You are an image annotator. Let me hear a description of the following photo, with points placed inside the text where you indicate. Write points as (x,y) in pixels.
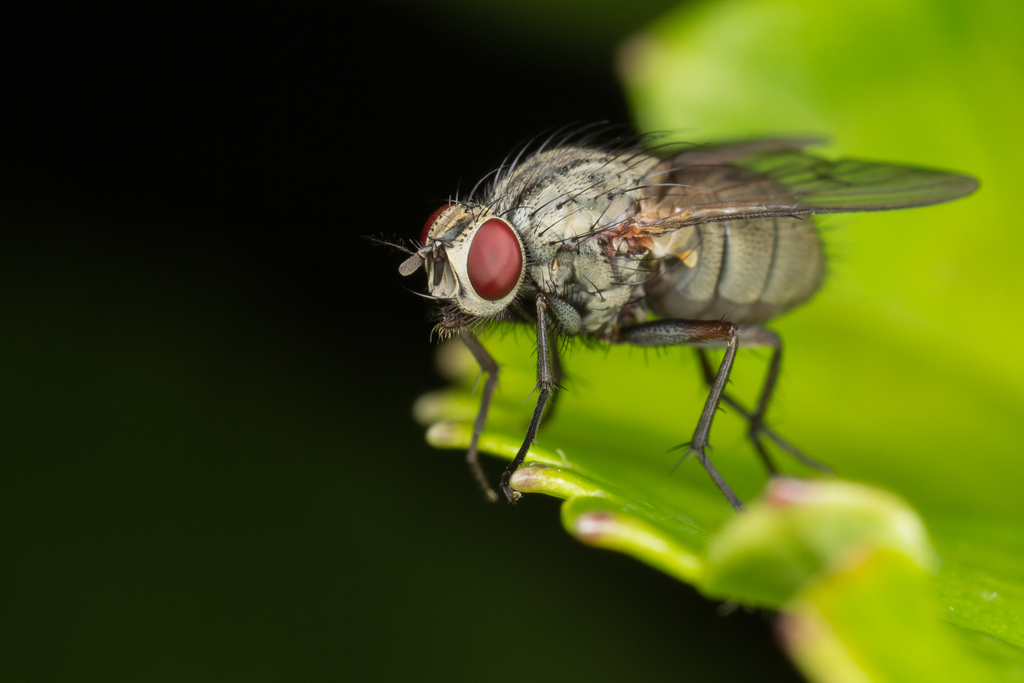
In this picture we can see grey color fly (401,246) with red color eye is sitting on the green color leaf (641,461) seen in the image.
